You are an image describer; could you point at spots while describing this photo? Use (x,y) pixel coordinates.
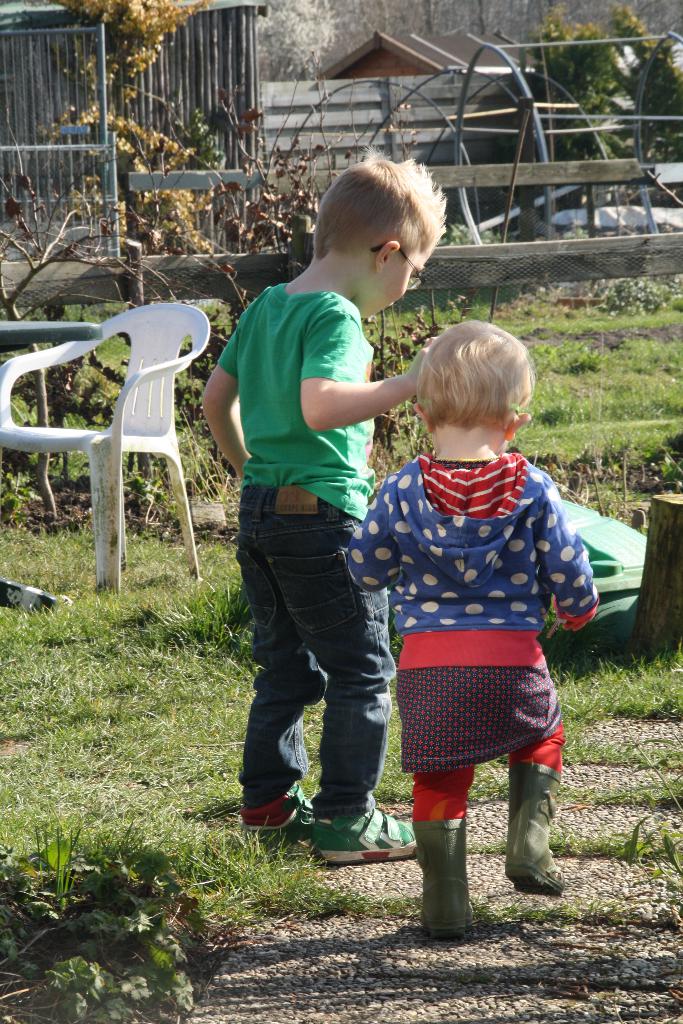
This picture shows a boy (424,194) and a small girl (424,821) standing and we see a chair (6,375) and couple of trees (128,141).
